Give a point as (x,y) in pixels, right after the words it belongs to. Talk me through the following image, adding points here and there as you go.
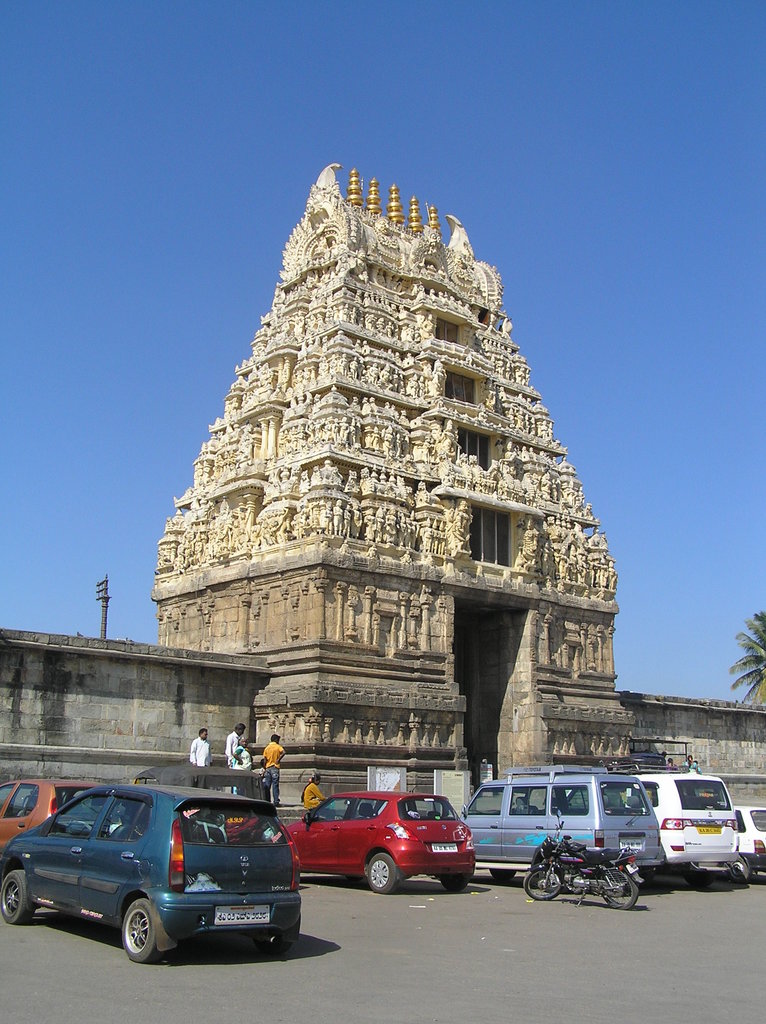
In this image we can see vehicles (390,872) and a bike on the road (321,907) and there are few persons (200,749). We can see walls (168,695), pole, tree (762,666) and the architecture of a temple (529,646).
